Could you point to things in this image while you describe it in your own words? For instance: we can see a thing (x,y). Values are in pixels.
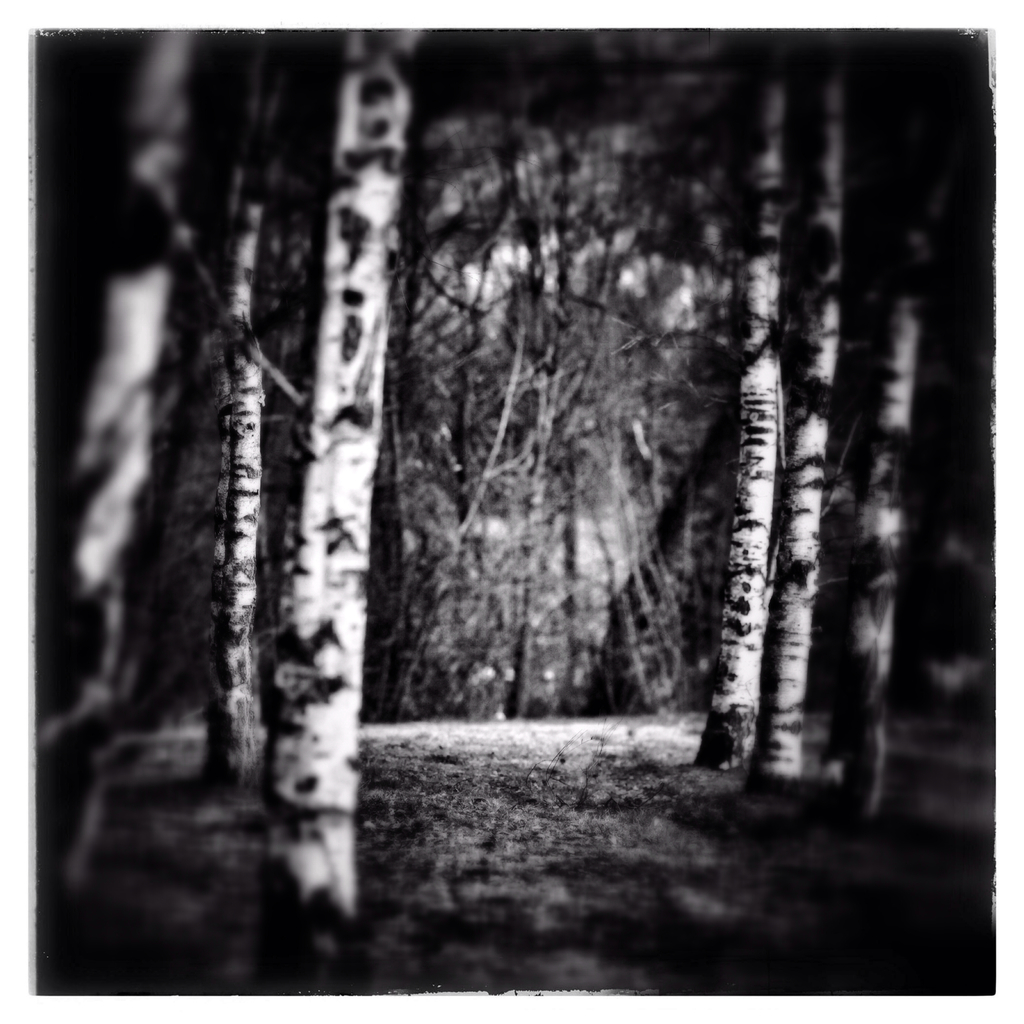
In this image I can see few trees (603,278) and the image is in black and white.
